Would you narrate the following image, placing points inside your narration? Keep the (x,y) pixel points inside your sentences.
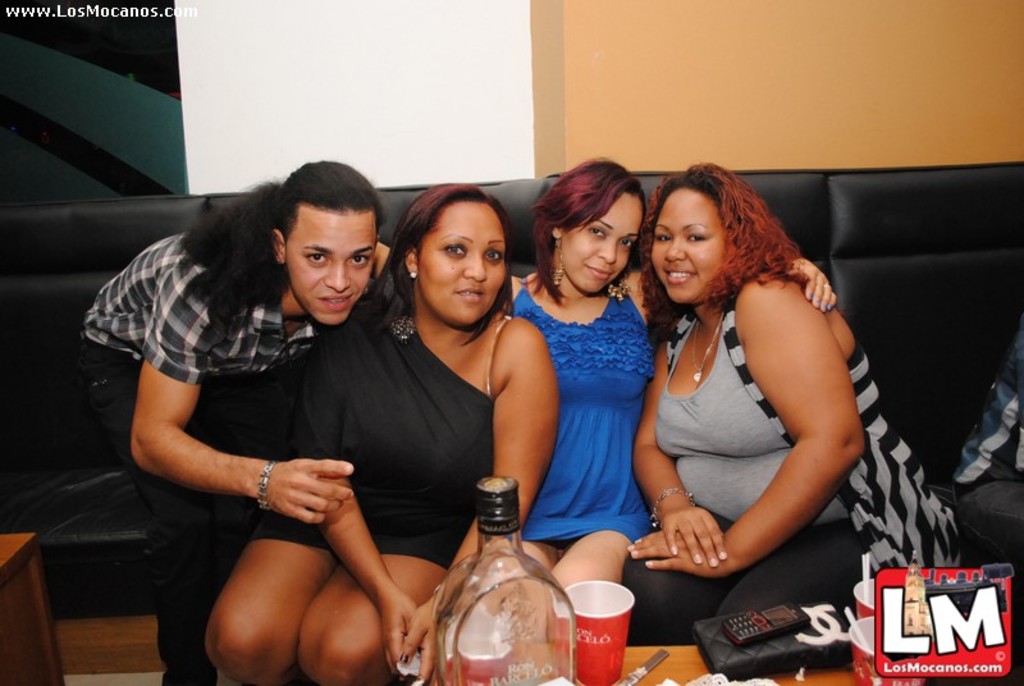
This picture describes about group of people (296,301) in the image left side (254,306) person (239,365) is standing and others are seated on the sofa (858,310), In front of them we can find a bottle (530,593), cup (584,636), mobile (738,643), wallet (710,642) on the table (658,670).
